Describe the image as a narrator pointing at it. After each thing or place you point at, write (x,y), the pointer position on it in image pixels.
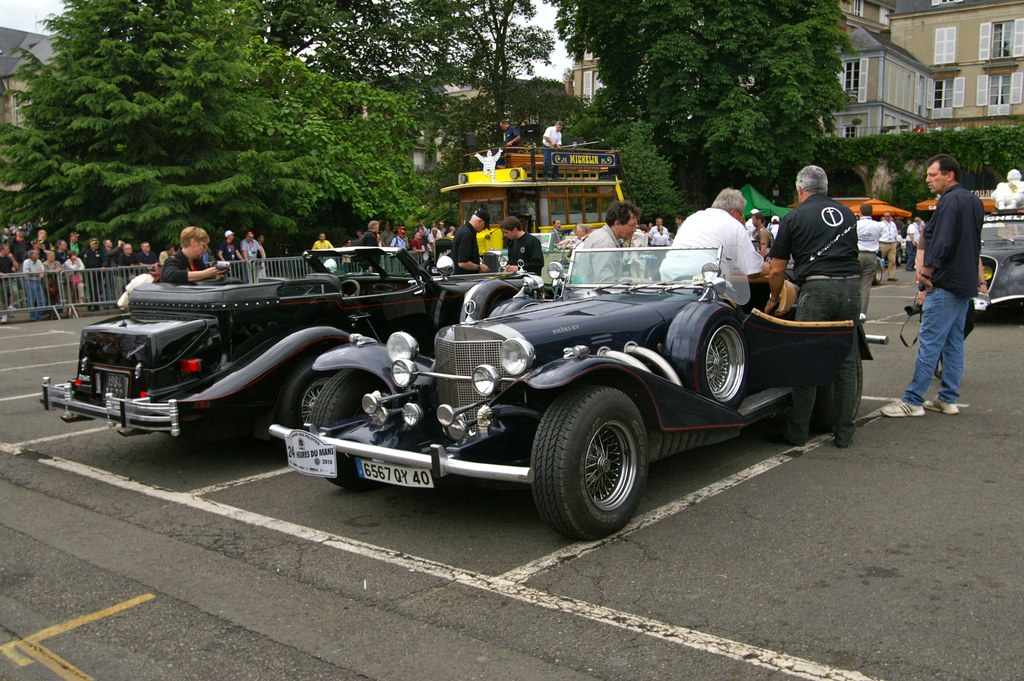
people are sitting in the vintage cars (410,352). at the right (683,256) there people (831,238) are standing wearing white t shirt (709,217). at the left (86,260) people (110,263) are standing behind the fencing (120,273). at the back (176,42) there are trees (652,53) and buildings (878,78).
